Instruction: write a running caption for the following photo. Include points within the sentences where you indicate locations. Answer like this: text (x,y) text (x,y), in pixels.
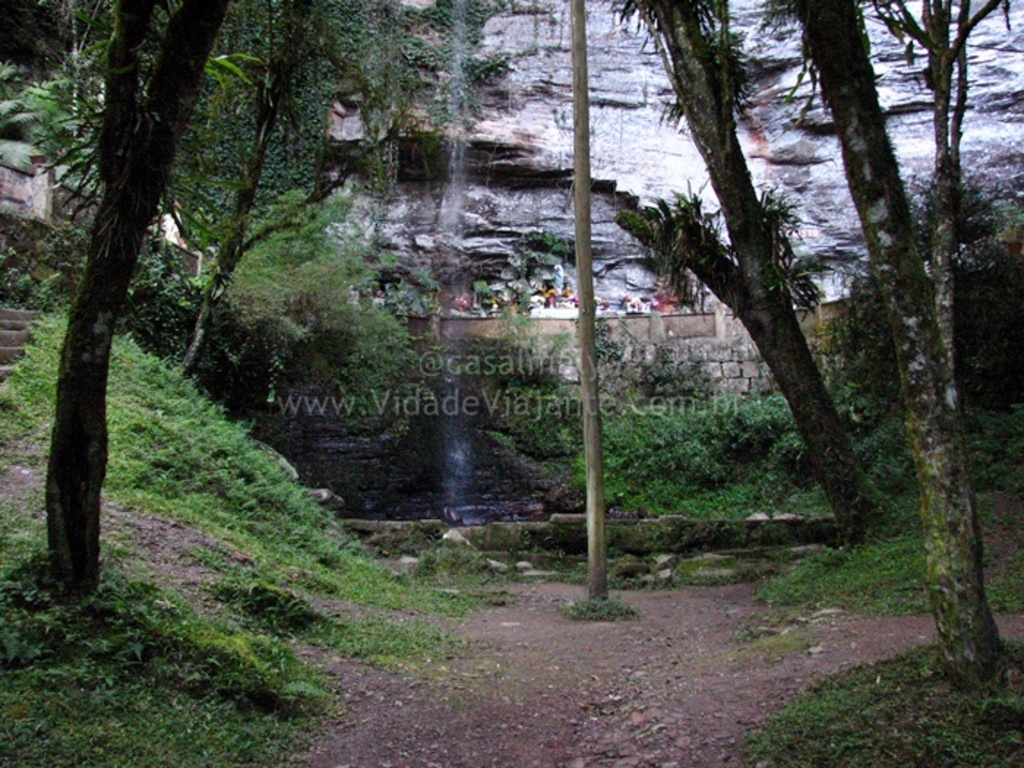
In the foreground of this image (548,666), there is ground (542,673), trees (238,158) and stairs (8,336) on the left (7,345). In the middle (585,437), there is a wooden pole (574,61). In the background (537,336), there are statues (553,287), rock (556,192), wall (479,316) and the waterfall (457,91).
